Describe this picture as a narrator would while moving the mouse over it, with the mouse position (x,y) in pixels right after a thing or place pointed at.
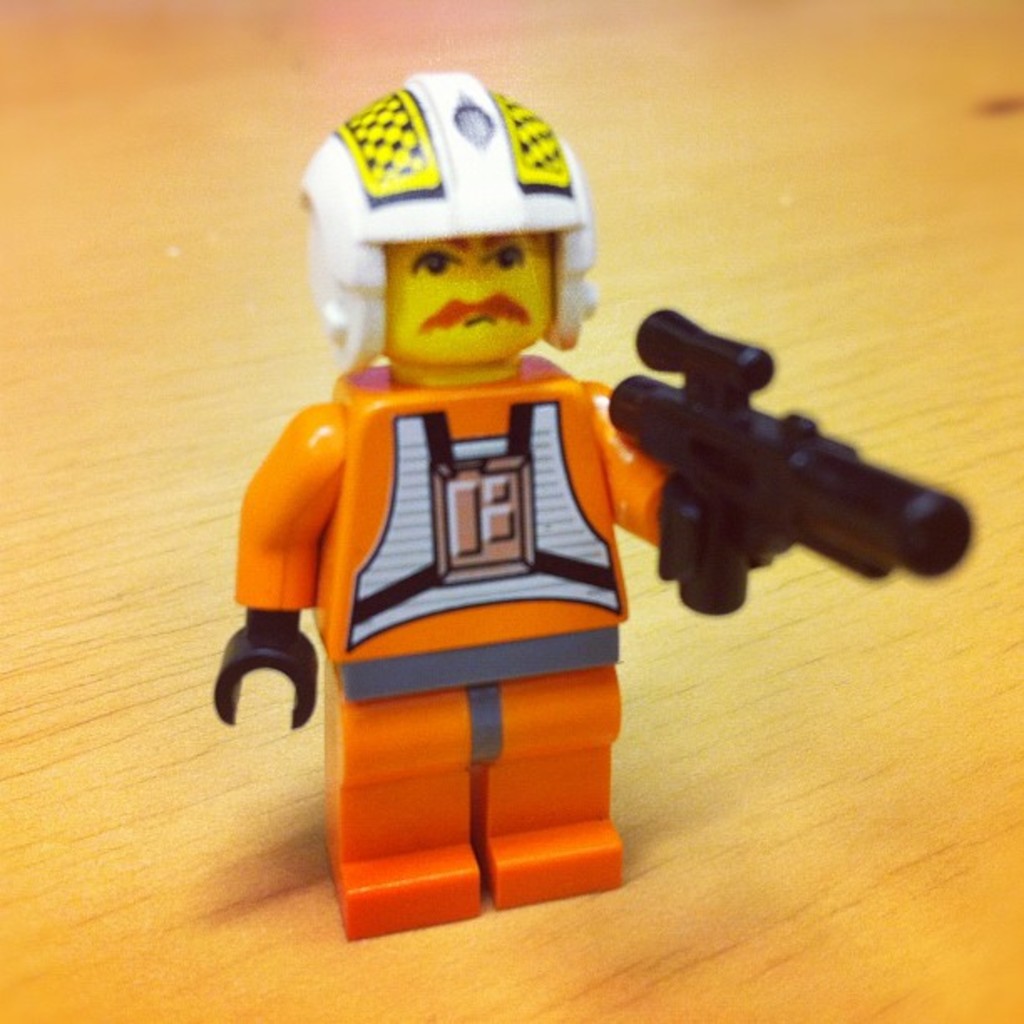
In this image we can see a Lego toy (550,798) which resembles like a person (547,226) and holding an object (737,556) which is placed on the table (283,933).
